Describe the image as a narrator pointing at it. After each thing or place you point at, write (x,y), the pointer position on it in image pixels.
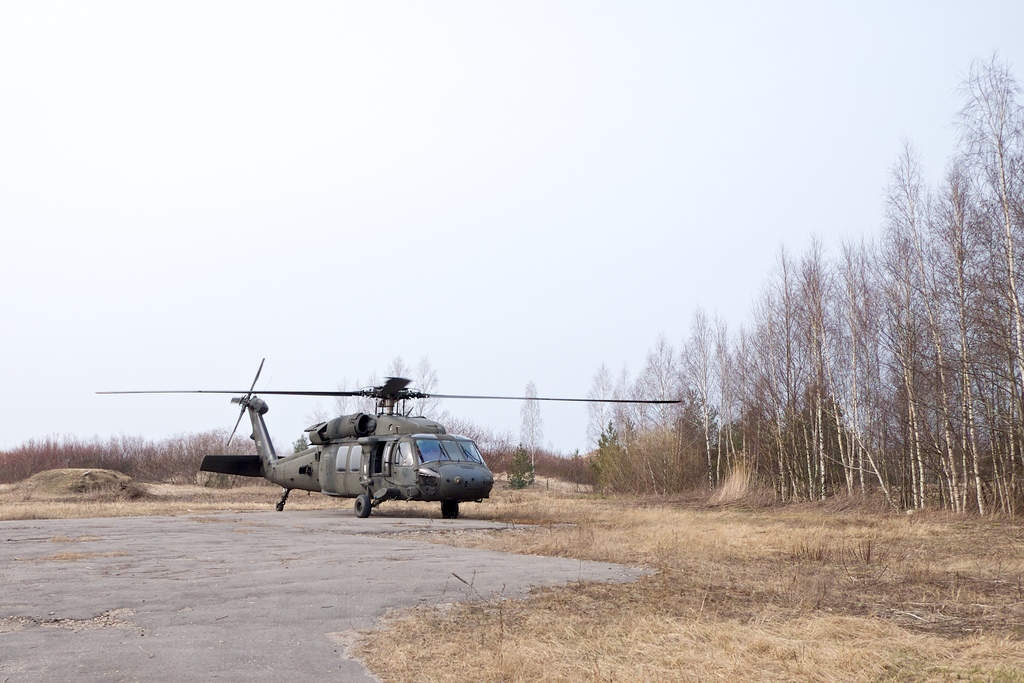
In this picture we can see a helicopter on the ground (522,551), here we can see dried grass (587,501), trees (601,485) and we can see sky (656,217) in the background (880,403).
